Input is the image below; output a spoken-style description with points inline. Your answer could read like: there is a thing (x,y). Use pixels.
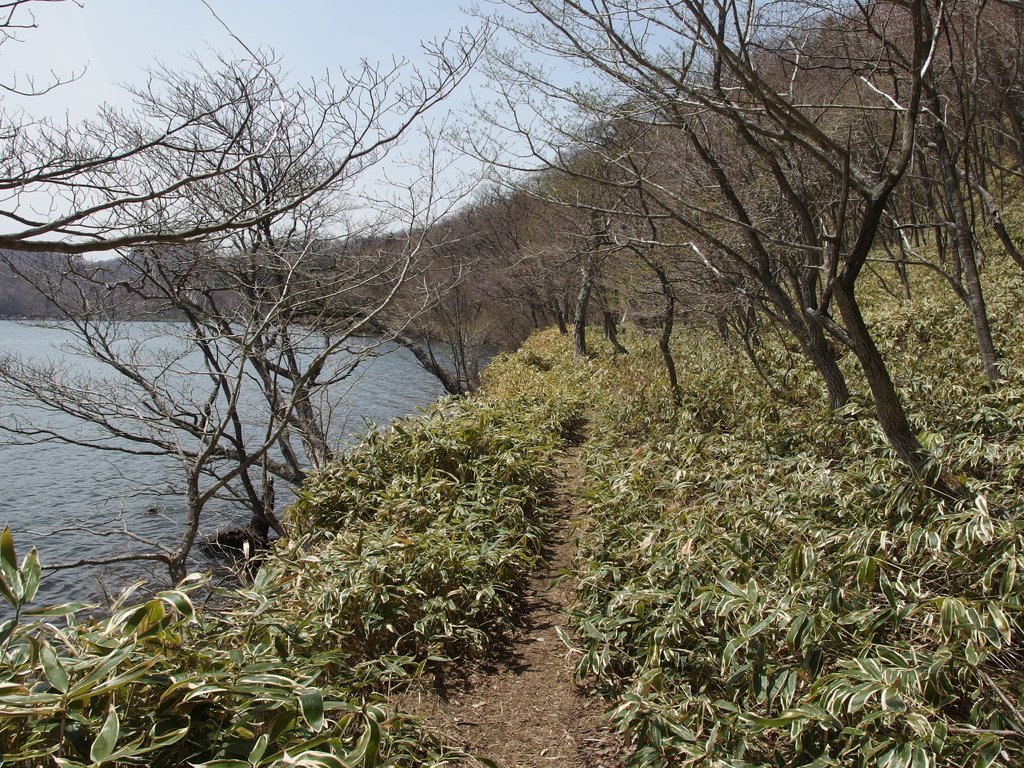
There is a way (580,473) and there are few plants (583,518) and dried trees (421,357) on either sides of it and there is water (100,497) in the left corner (89,488).
